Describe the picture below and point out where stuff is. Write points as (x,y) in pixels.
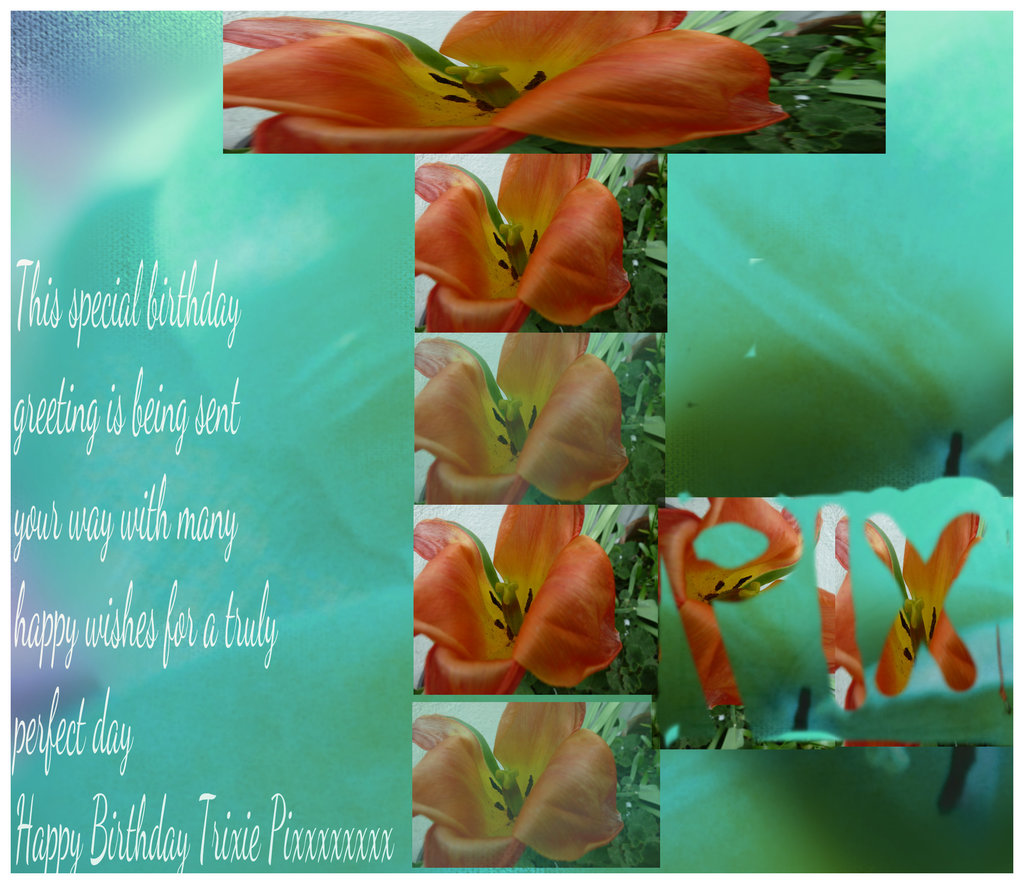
In this image we can see the collage of flowers (661,48) and we can also see the text (358,840) on the green color background (79,839).
